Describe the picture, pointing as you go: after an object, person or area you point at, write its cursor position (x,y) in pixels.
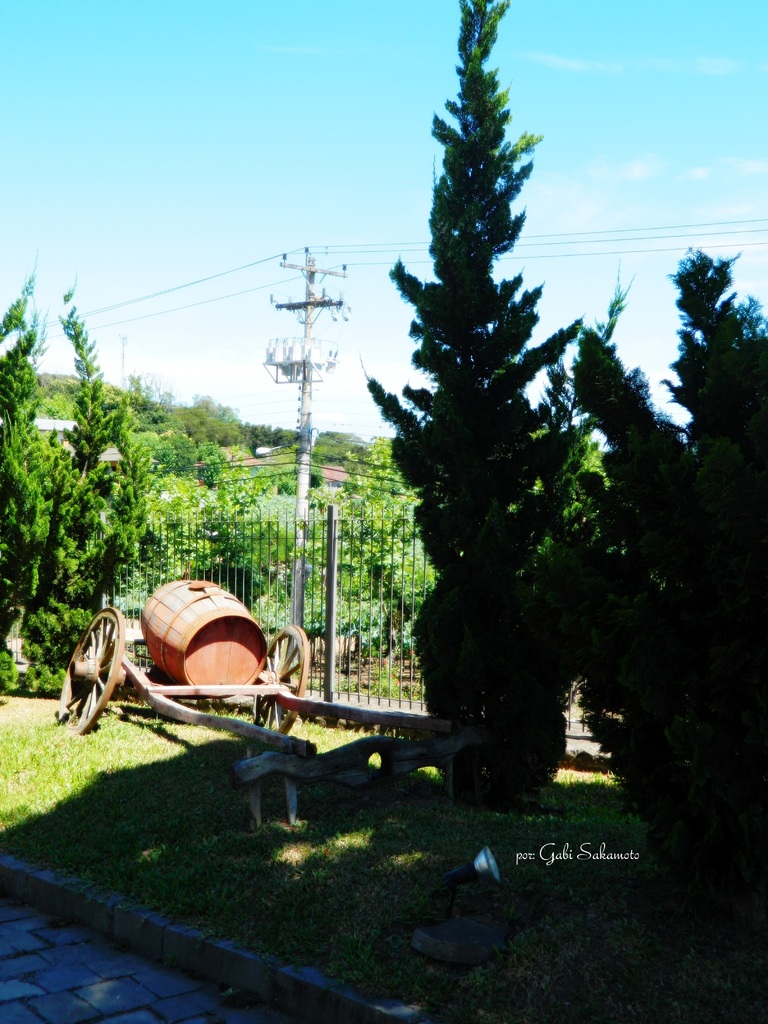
At the bottom of the image (90,962) there is floor (52,933). Behind the floor (42,933) on the ground (450,851) there is grass (205,833) and also there is a cart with barrel (202,601) on it. And also there are trees (86,401). Behind the trees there is fencing (325,633). Behind the fencing (308,690) there are trees (174,416). At the top of the image (571,93) there is sky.
